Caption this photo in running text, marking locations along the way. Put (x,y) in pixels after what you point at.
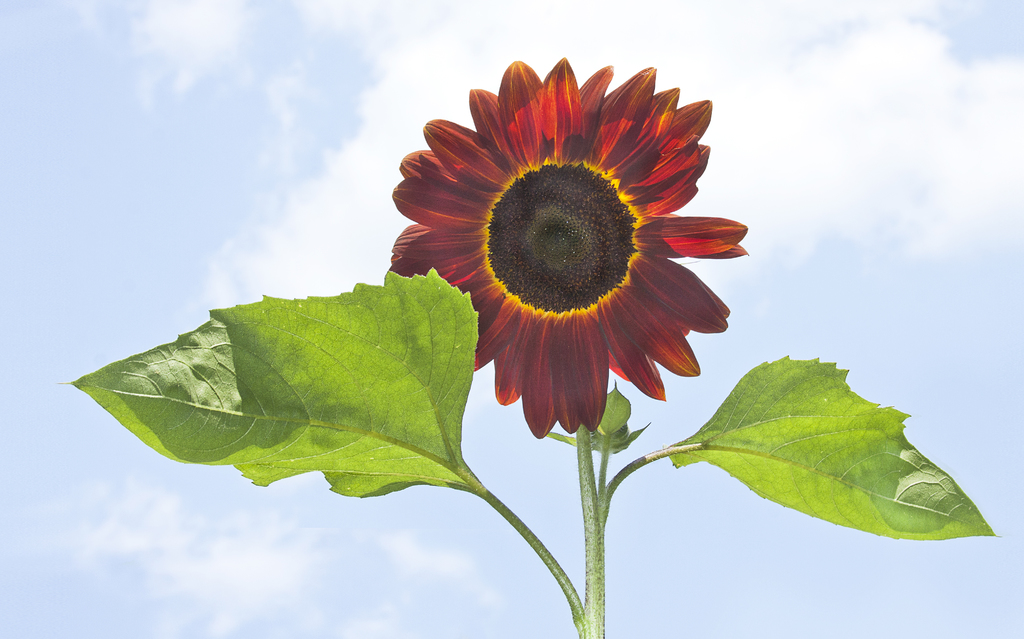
In this image we can see a flower (463,188), leaves (765,476). And we can see the clouds (348,150) in the sky (14,596).
